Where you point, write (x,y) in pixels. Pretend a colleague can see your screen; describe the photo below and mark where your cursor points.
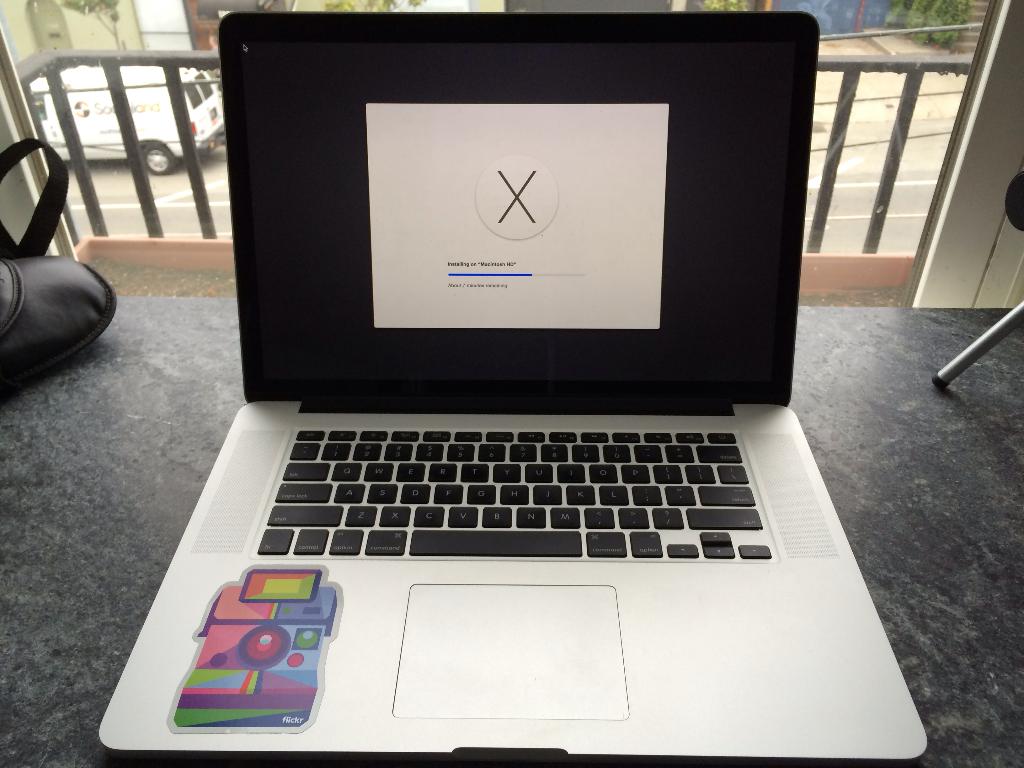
There is one laptop (380,578) present on the table (210,446) as we can see at the bottom of this image (584,550). We can see a fence (189,155) and a vehicle (197,108) in the background (861,62).
